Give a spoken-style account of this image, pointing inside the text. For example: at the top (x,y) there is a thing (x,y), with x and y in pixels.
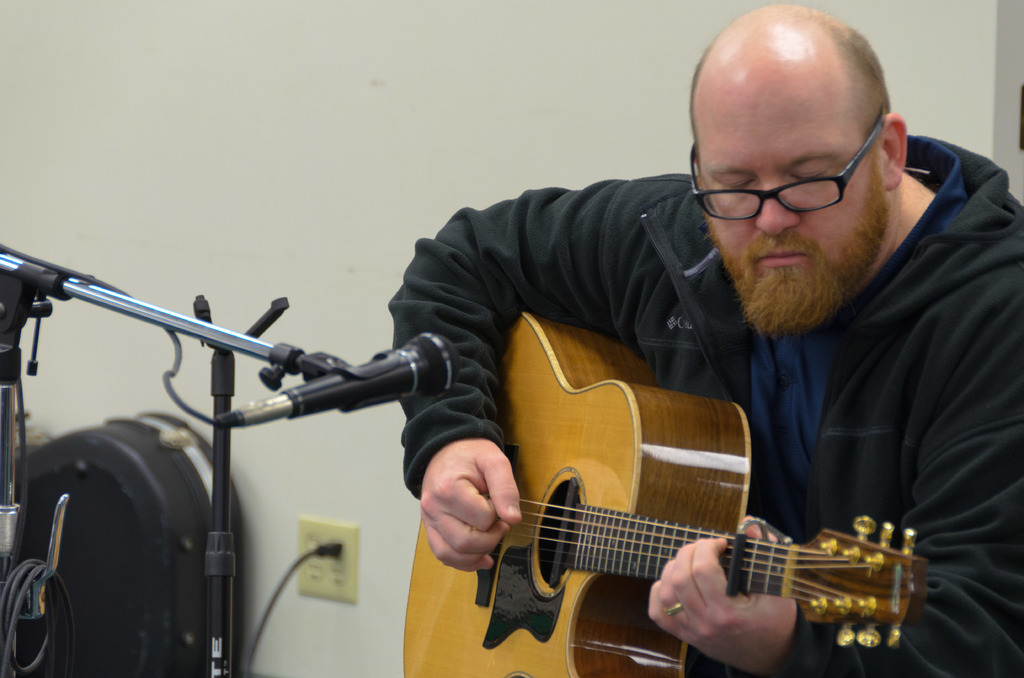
In the image in the center (475,389) we can see one person (473,384) playing guitar (612,450). In front of him, we can see one microphone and stand (182,326). In the background (240,250) we can see wall (605,21), wire (299,559), switch board (333,530) and instrument case (167,466).
